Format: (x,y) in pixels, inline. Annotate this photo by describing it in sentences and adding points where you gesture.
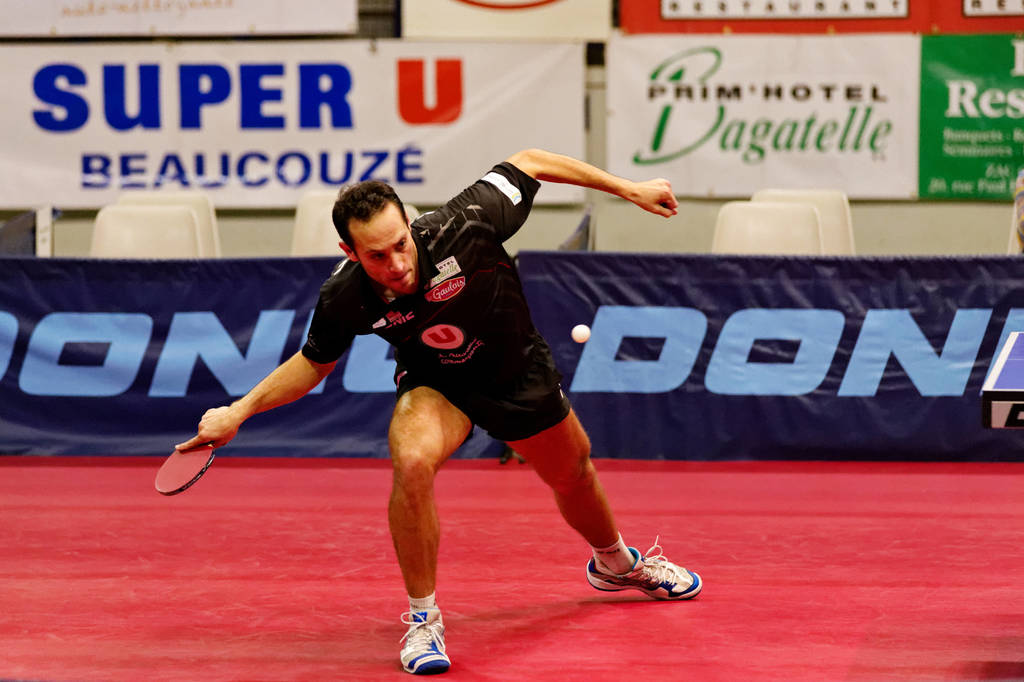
In this image I see a man (399,428) who is wearing a black Jersey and he is holding a bat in his hand (233,412), I can also see a ball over here and I see a table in front of him. In the background (962,356) I see the banners (899,192) and chairs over here.
